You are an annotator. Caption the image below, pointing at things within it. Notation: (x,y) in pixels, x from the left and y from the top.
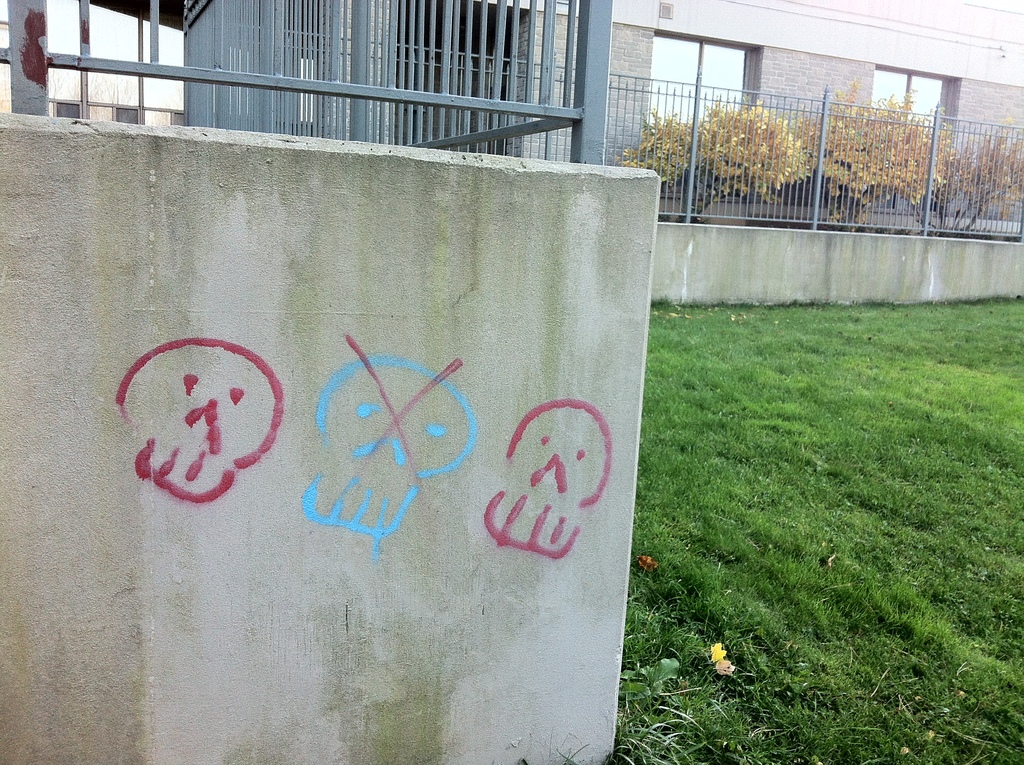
In the center of the image (549,506) we can see the paintings (244,468) on the wall (343,488). On the right side of the image (760,533) we can see grass field (941,389). In the background (918,160), we can see a railing (245,77), building (957,36) with windows (887,104), a group of trees (982,182) and the sky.
